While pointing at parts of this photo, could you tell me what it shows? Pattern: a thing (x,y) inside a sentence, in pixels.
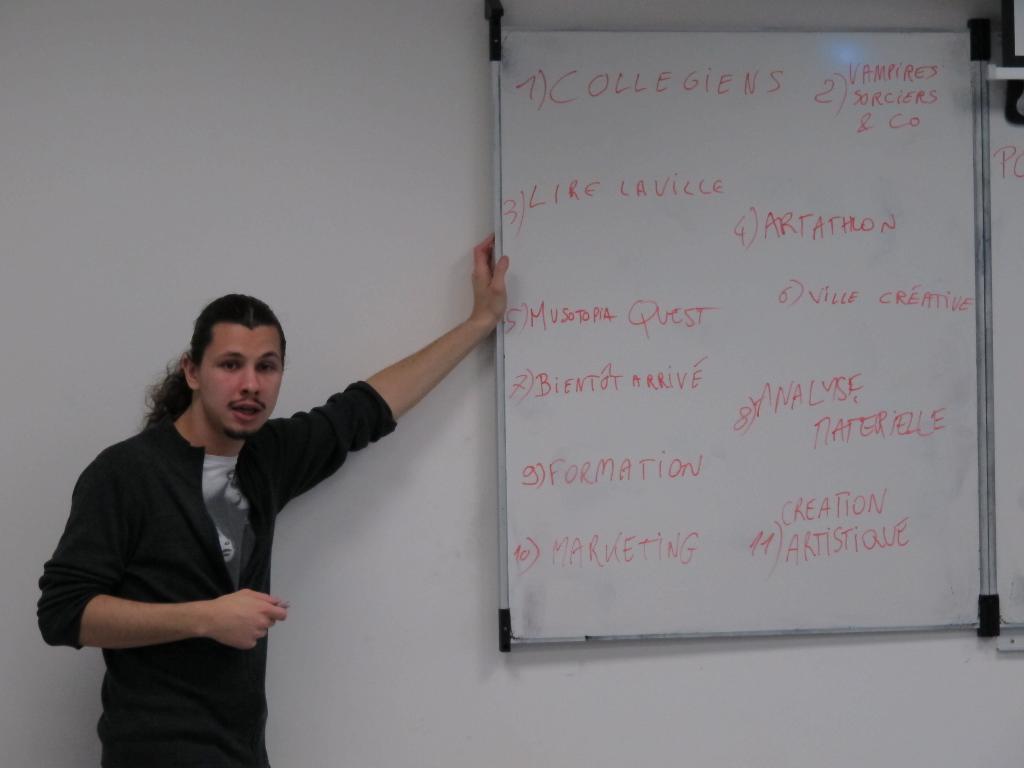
In this image I can see a person (220,660) standing and the person (207,662) is wearing black and gray color dress (236,659). Background (611,436) I can see a board (608,417) attached to the wall (369,160) and the wall (246,188) is in white color.
